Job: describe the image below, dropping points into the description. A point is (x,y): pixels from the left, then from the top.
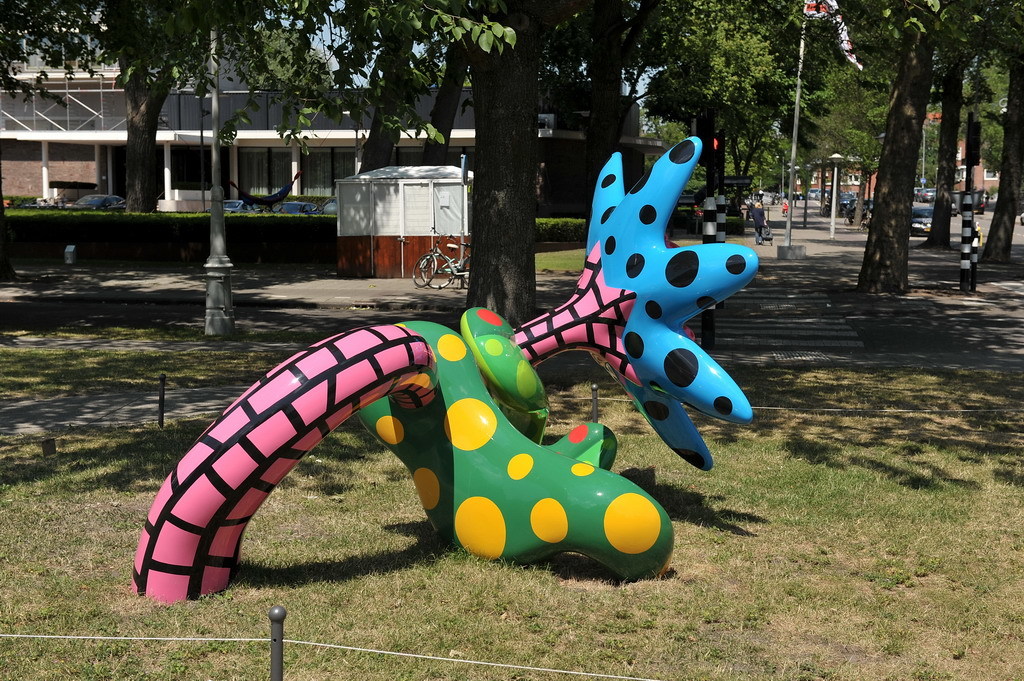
In this image we can see an object (424,475) looks like a balloon (451,473). Behind the balloon (511,418) we can see grass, pole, trees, plants (178,215), vehicles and a building (159,157). On the right side (944,195), we can see poles (967,242), trees (947,213), vehicles (927,216), plants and buildings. At the top (325,45) we can see the sky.
